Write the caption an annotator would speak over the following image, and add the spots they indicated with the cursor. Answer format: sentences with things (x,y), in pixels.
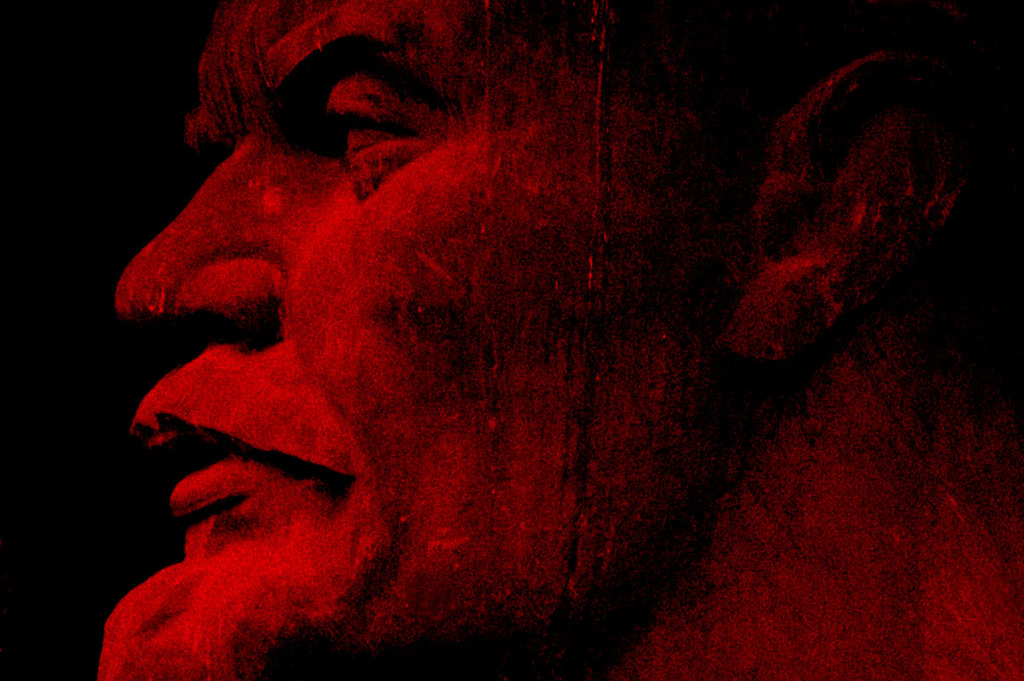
In this image we can see a depiction of a person (371,243). The background of the image (74,47) is black in color.
